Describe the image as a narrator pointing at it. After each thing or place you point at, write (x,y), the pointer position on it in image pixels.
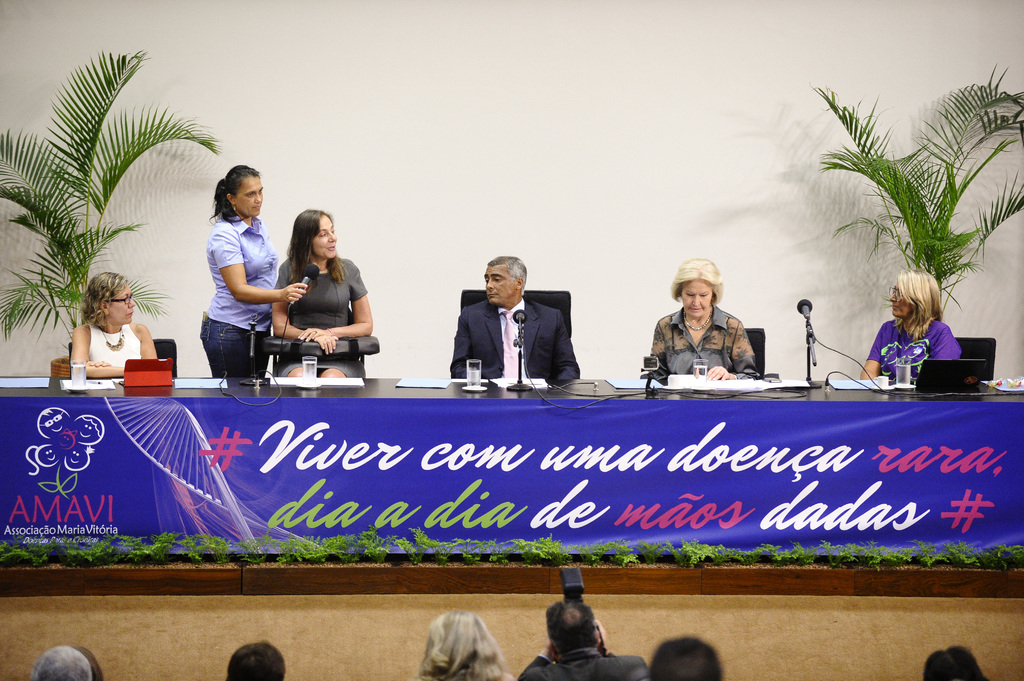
In this image we can see chairs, people (255,207), mikes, glasses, laptop (945,373), plants (20,175) and we can also see a banner (451,492) with some text (510,503).
